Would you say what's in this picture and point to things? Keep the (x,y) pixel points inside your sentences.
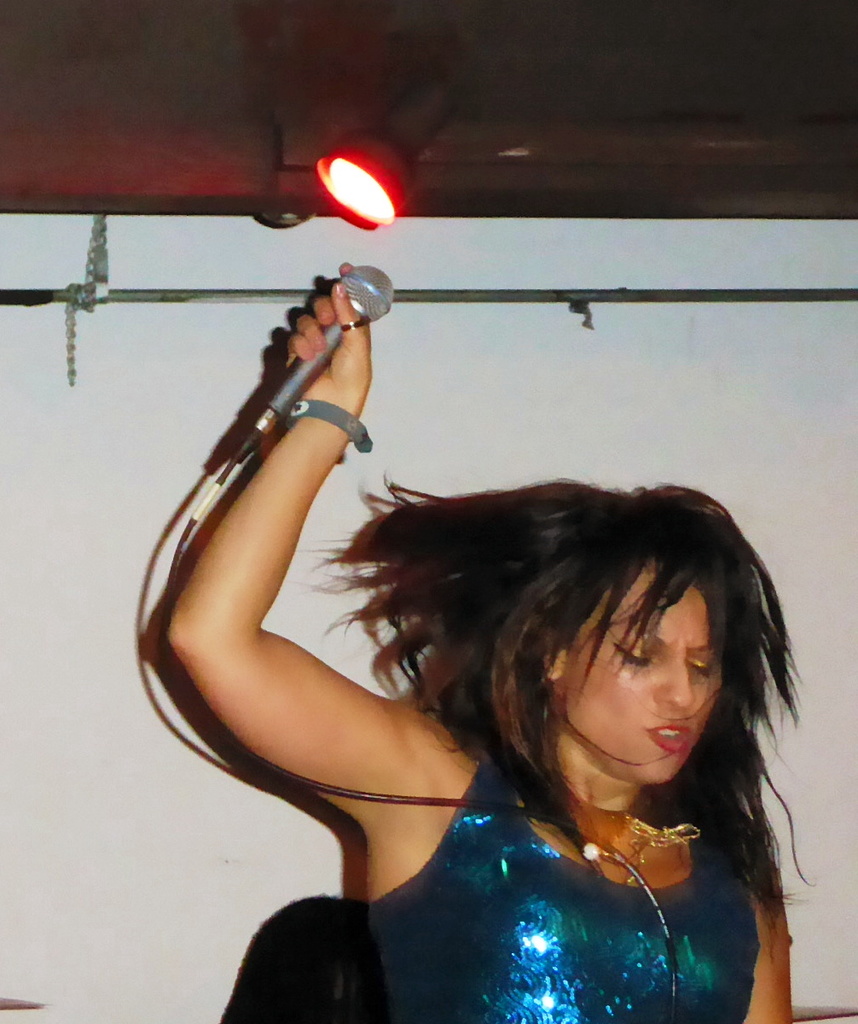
In the center of the image (361,580) we can see a lady (480,717) is standing and holding a mic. In the background of the image (339,642) we can see the wall (538,348), rod (583,295), light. At the top of the image (500,119) we can see the roof (314,107).
